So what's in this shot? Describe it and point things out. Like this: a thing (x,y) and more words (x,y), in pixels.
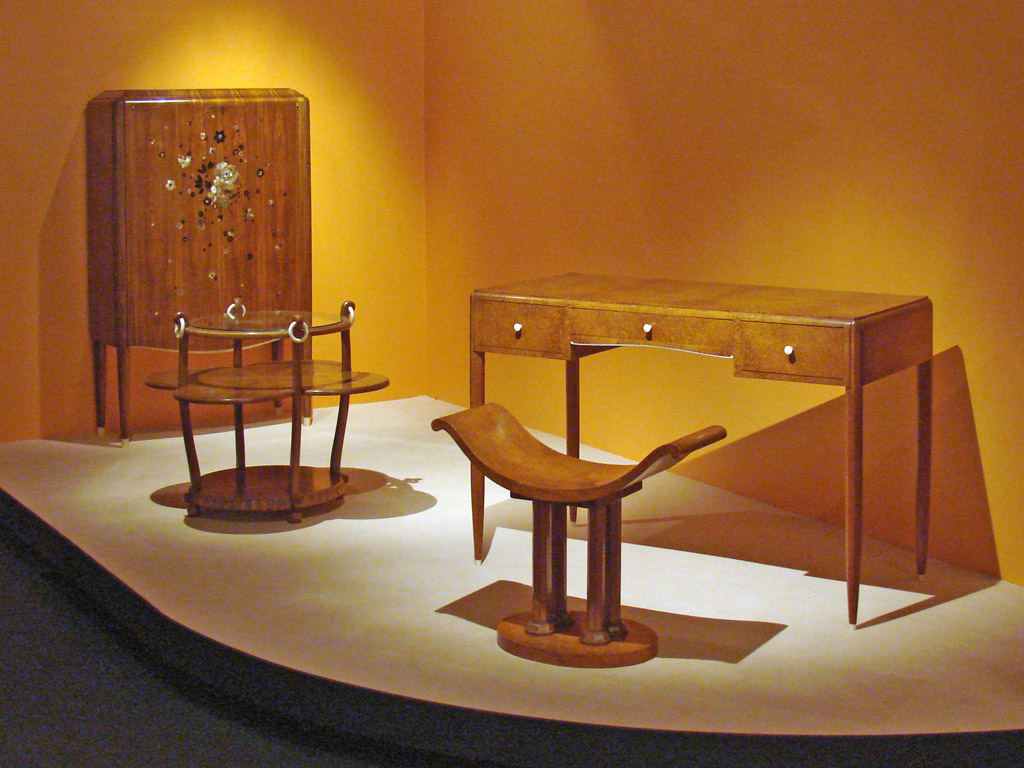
In this image there is a table (716,330). Before it there is a stool (604,535) on the floor (463,655). Left side (206,479) there is a table (234,398). Behind there is a wooden furniture (193,263). Background (21,308) there is a wall (993,243).
